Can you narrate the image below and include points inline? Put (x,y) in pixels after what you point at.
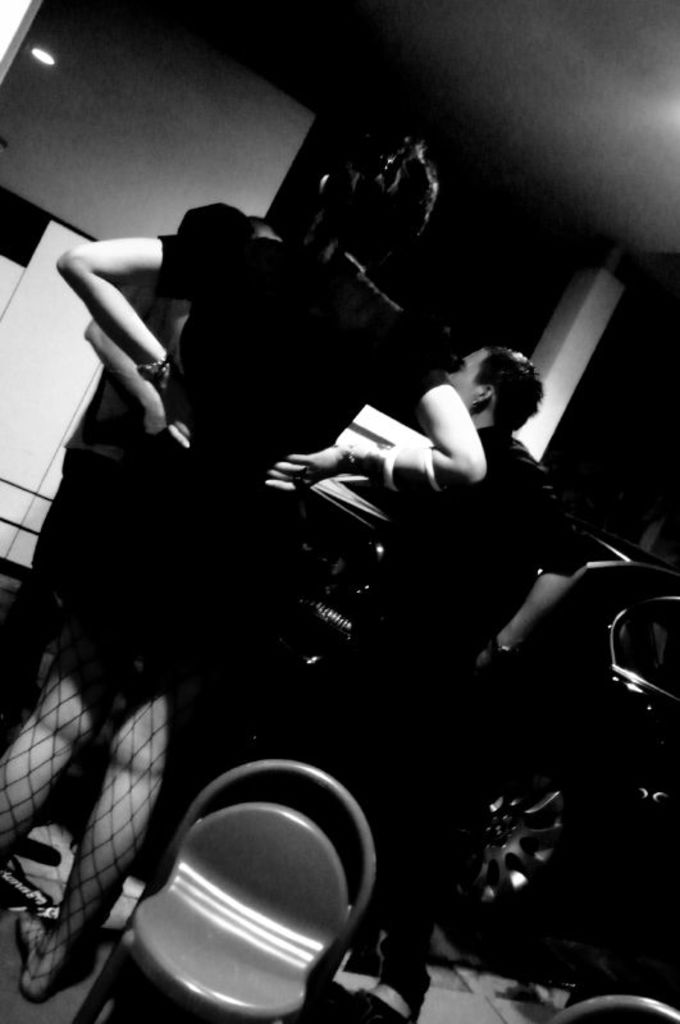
This image is a black and white image. At the bottom of the image (482,1006) there is a floor (482,1006). In the middle of the image (416,354) there is a woman (388,302) and a man (408,499) standing on the floor (433,988). In the background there is a wall (648,291). At the top of the image (385,80) there is a ceiling (630,136).
